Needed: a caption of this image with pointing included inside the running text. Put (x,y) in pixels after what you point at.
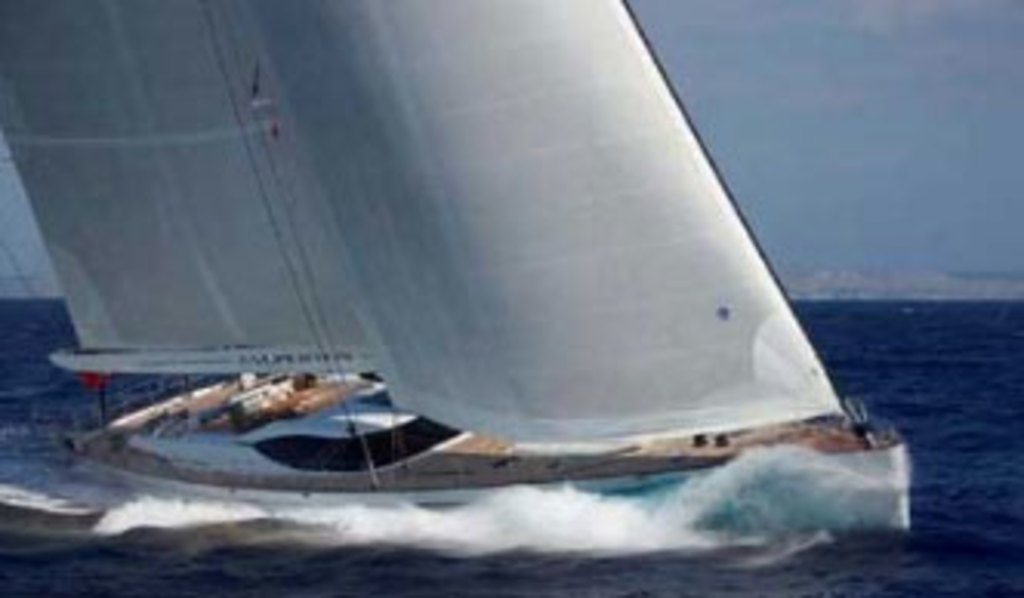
We can see a boat (323,473) above the water (157,387). In the background (858,165) we can see sky (771,115).
